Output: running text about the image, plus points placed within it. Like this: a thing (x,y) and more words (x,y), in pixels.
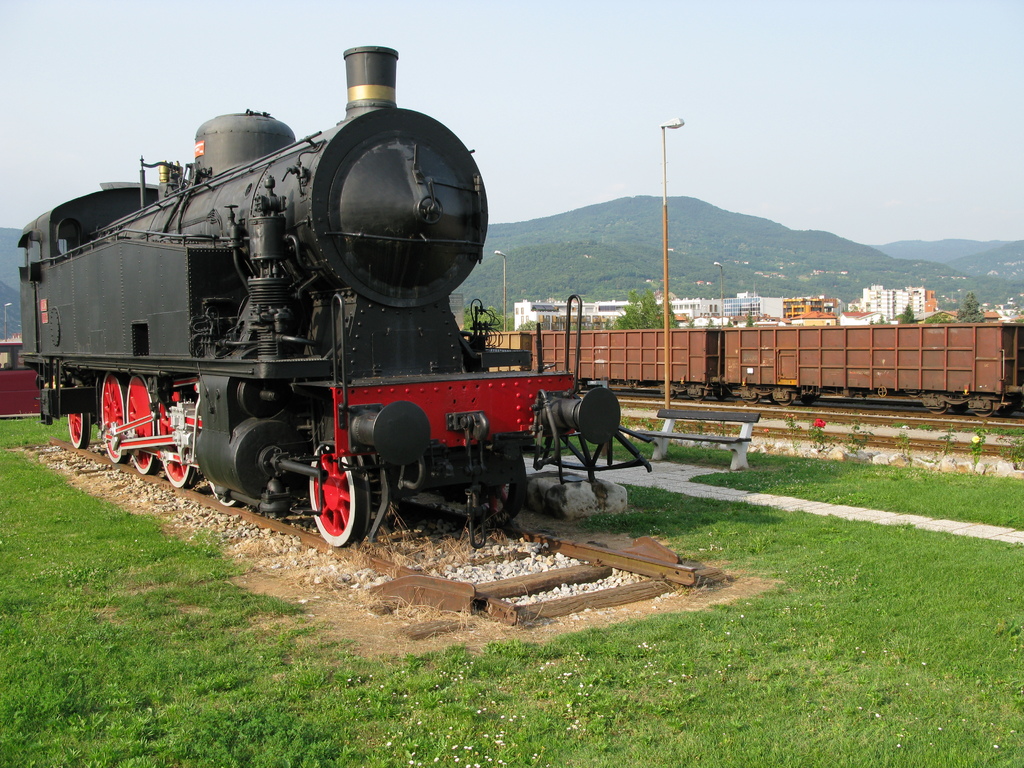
In this image we can see two trains (734,370) on railway track (681,401), a bench (668,426), a street light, grass (34,477) on the ground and in the background (778,289) there are some buildings (730,308), trees (629,311) and mountains (737,274) and a sky (670,147).
